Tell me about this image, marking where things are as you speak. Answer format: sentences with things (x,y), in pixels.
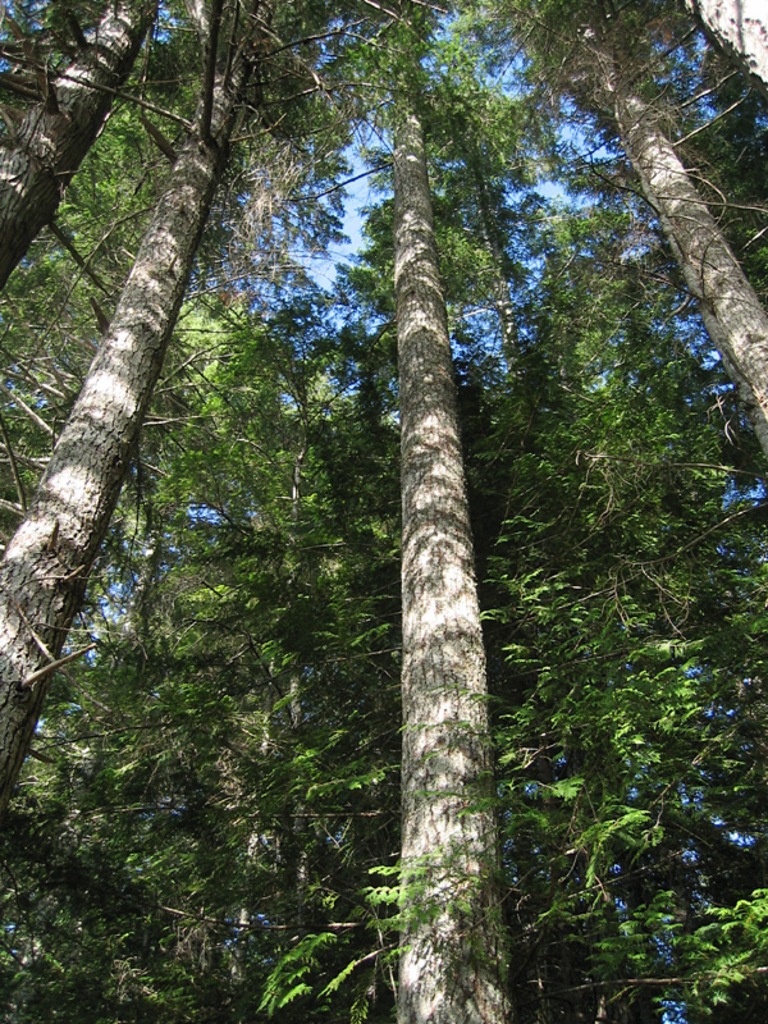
In the image we can see some trees (255,58). Behind the trees (173,313) there is sky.
